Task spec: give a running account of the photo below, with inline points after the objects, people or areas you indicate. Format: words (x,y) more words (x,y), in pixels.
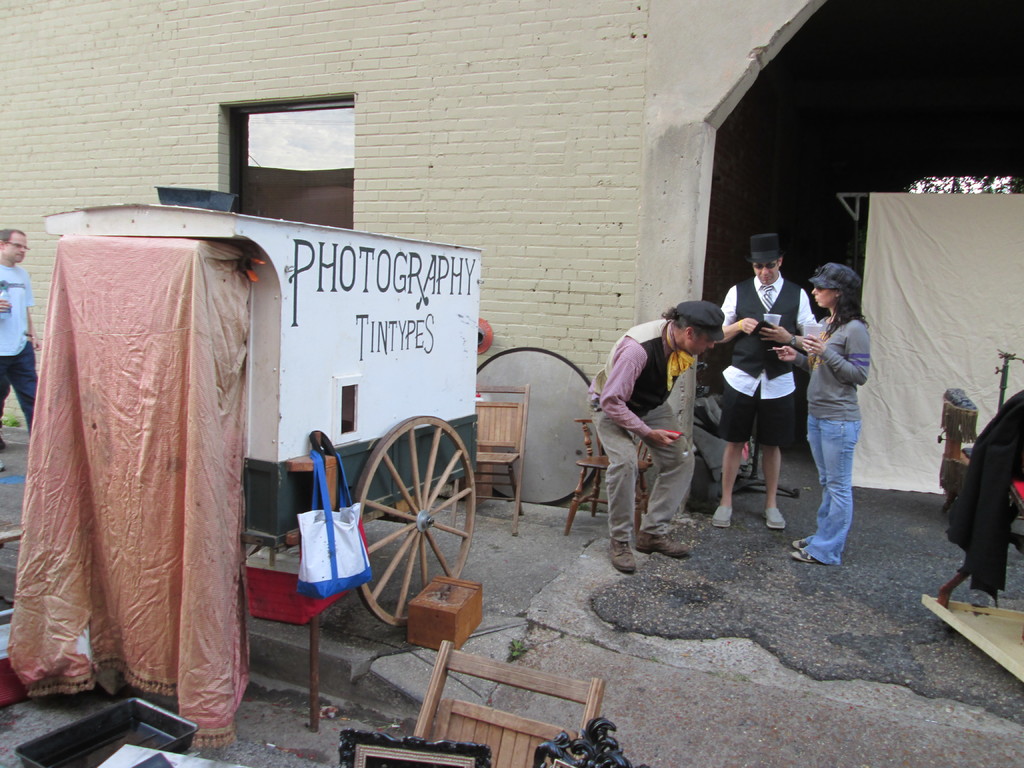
In this image I see a cart (197,224), 4 persons (9,377) and few chairs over here. In the background (718,366) I see the cloth (878,459) and the wall (654,273).
